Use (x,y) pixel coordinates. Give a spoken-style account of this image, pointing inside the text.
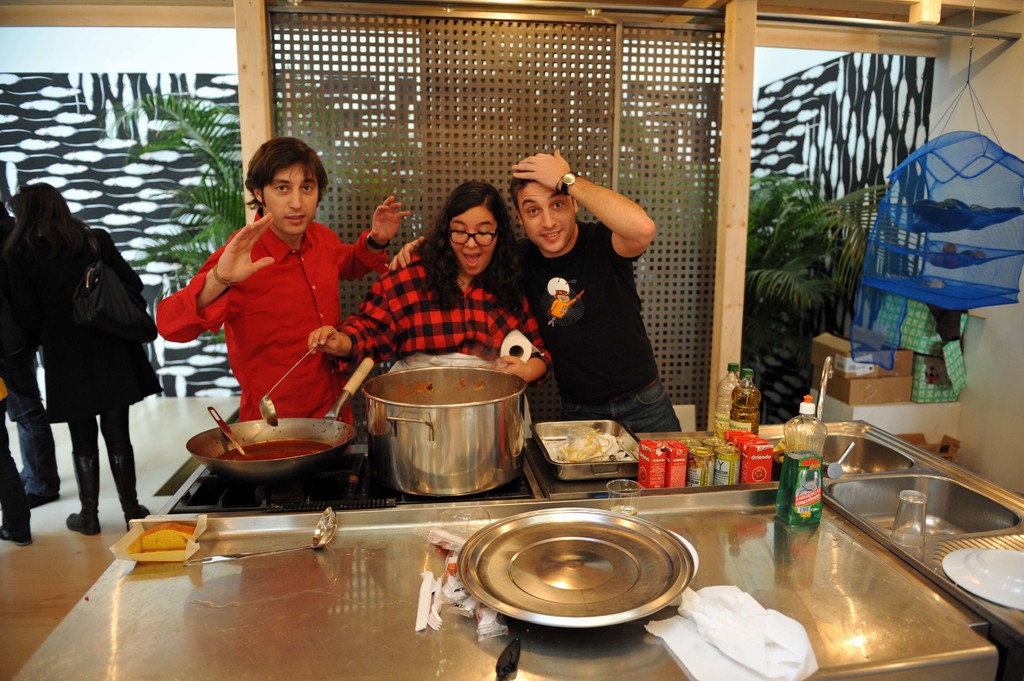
There are three persons (563,222) in different color dresses (585,225), standing in front of a table (778,435), on which, there are bottles (718,395), boxes (757,453), tins (707,458), a tray (592,427) which is having some objects (587,444), a bowl (507,436) and a pan (267,476) are on the stove (286,481), near another table (770,525), on which, there is a bottle (794,469), vessel (658,555) and other objects (753,633). In the background (190,122), there are plants (227,139) near a wall (677,326), there is a white wall (157,32) and there are persons (33,458) standing on the floor (78,541).
